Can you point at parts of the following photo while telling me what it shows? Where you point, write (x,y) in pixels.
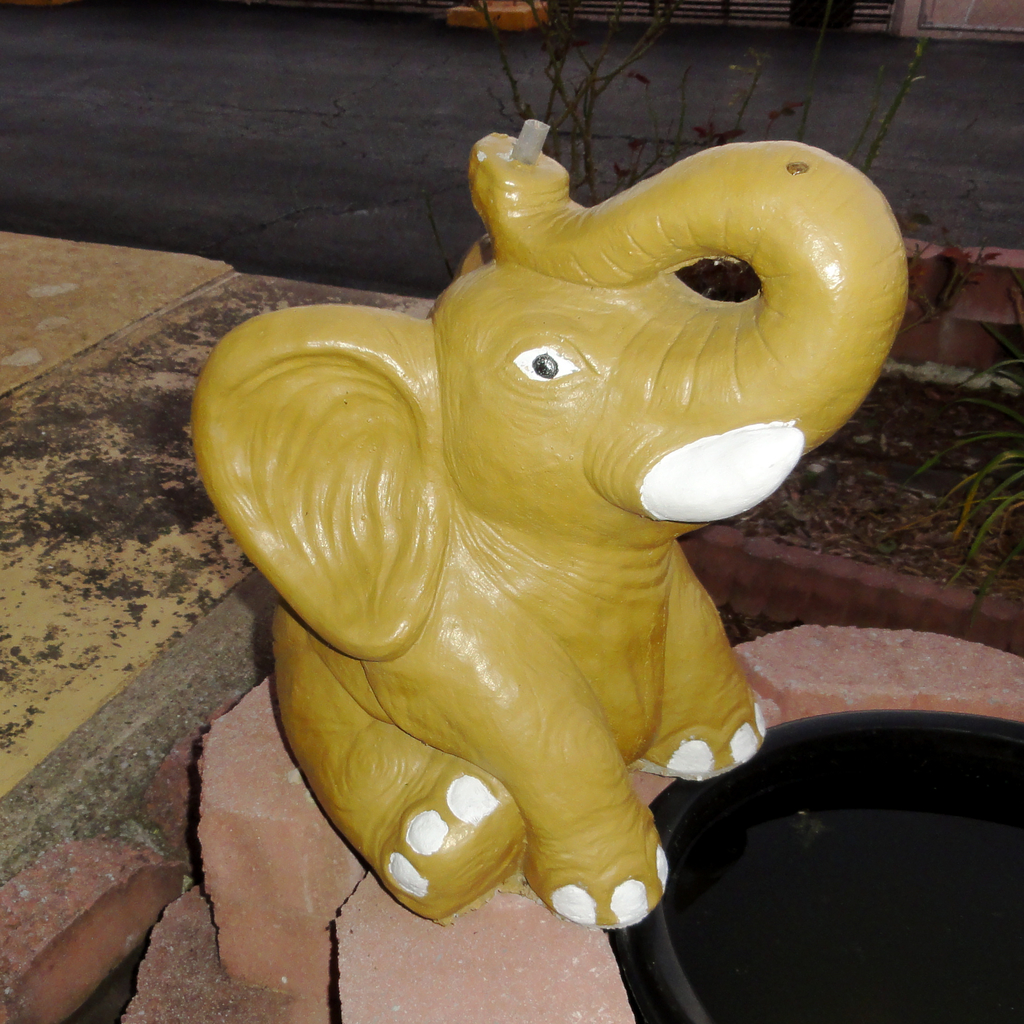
In this image I can see a statue (529,571) of an elephant (485,636) which is yellow and white in color. In the background (293,105) I can see the road (290,138), few plants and few other objects (976,276).
